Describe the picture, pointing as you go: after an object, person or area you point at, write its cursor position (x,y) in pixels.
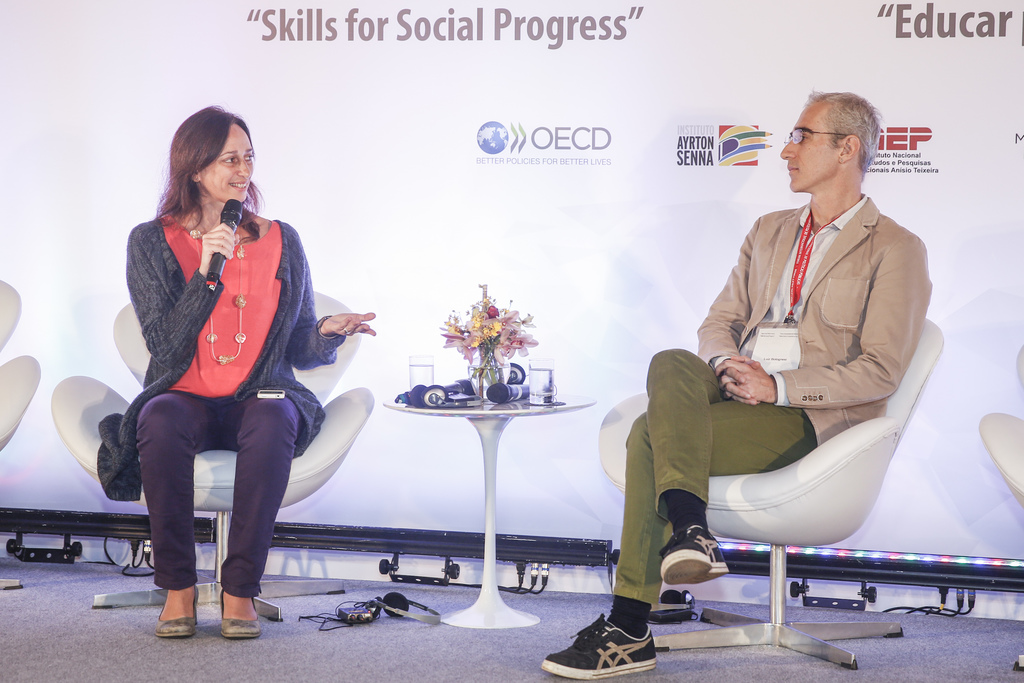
On the background (567,41) there is a hoarding (632,72). Here we can see a man (796,228) and a women (145,233) sitting on chairs (335,425) in front of a table (557,398) and on the table (542,411) we can see flower vase (507,371), headsets (466,388), glass (534,396) of water (549,383). These are headsets (405,611) on the floor (269,637). We can see this woman (280,231) holding a mike (210,278) in her hand (207,254) and talking.
